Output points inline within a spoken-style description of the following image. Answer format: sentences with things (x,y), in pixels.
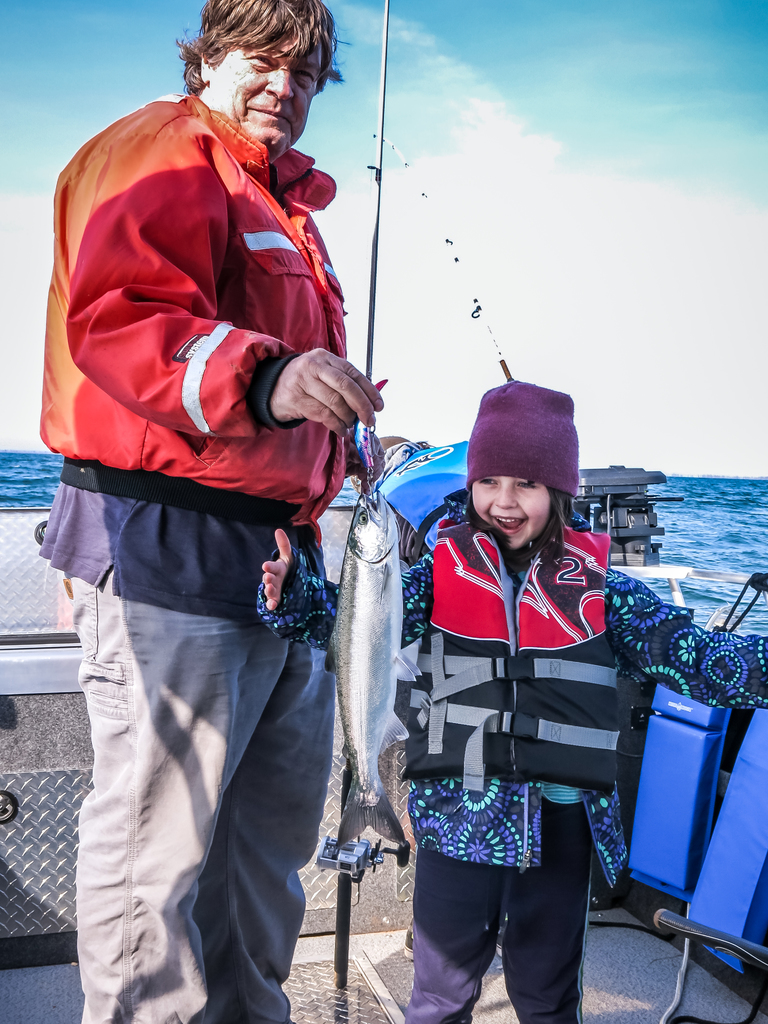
There is a man (158,836) standing and smiling and holding a fishing rod (372,360) with fish (353,767), in front of him there is a girl (491,620) standing and smiling. We can see boat (699,842) and water (719,537). In the background (515,206) we can see sky (525,227) with clouds (528,244).
